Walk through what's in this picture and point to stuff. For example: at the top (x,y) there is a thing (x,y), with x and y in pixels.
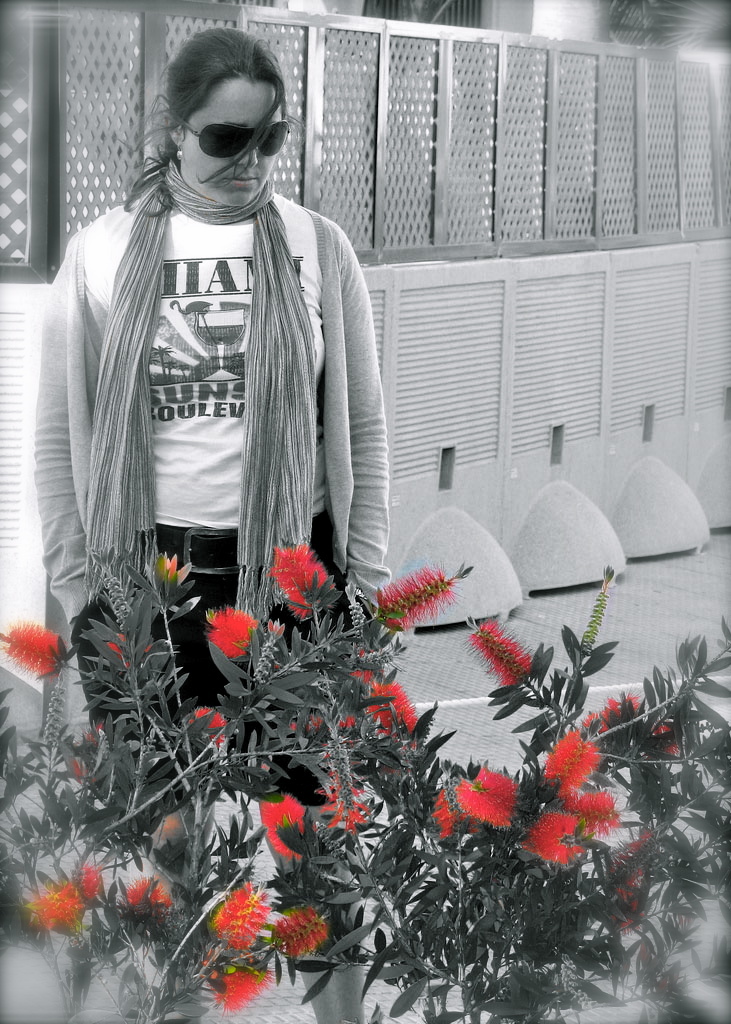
This is a black and white pic. We can see plants (291,814) with red color flowers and a woman (202,424) is standing. In the background (332,191) we can see plants (338,763), wall (423,315) and objects (550,346).
